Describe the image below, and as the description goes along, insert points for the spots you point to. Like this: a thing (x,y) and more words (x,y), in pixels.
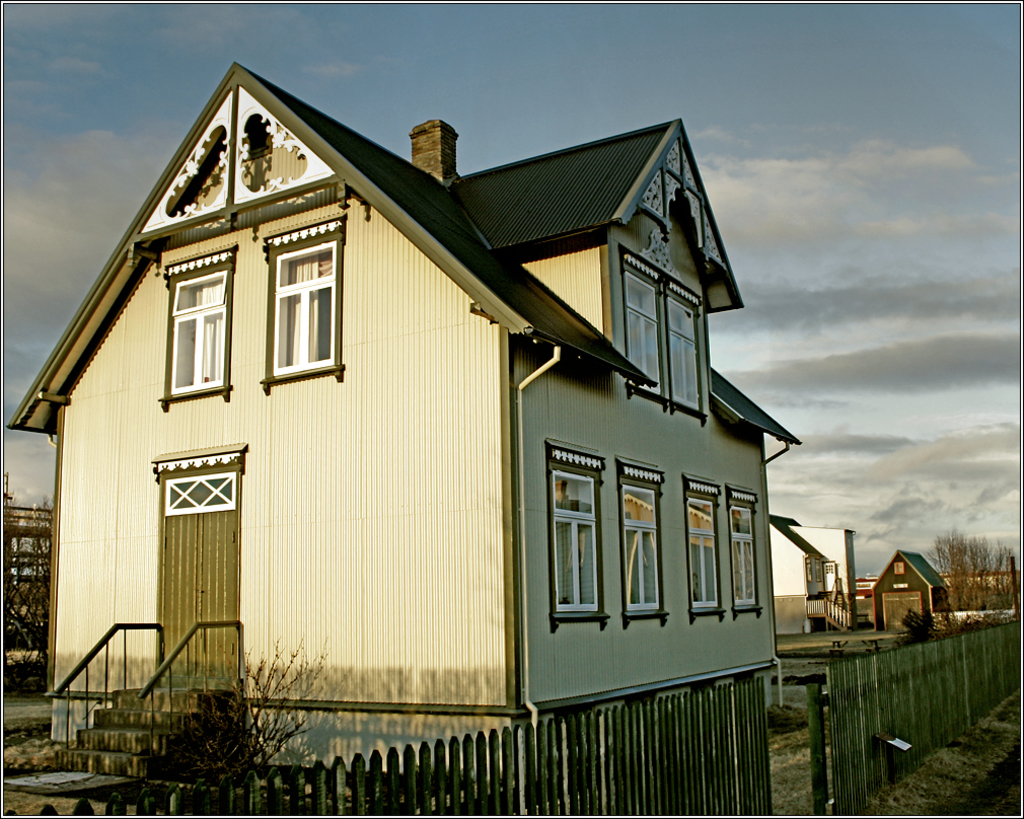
This is a photograph. In the foreground of the picture (388,504) there are plant (258,708), house (424,567), railing (813,722), grass (802,726) and road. In the center of the picture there are houses (853,568), trees (980,575), staircase (839,617), plants (963,601) and other objects (952,617). On the left (18,567) there are trees (27,551). In the background (883,367) it is sky (836,268).
